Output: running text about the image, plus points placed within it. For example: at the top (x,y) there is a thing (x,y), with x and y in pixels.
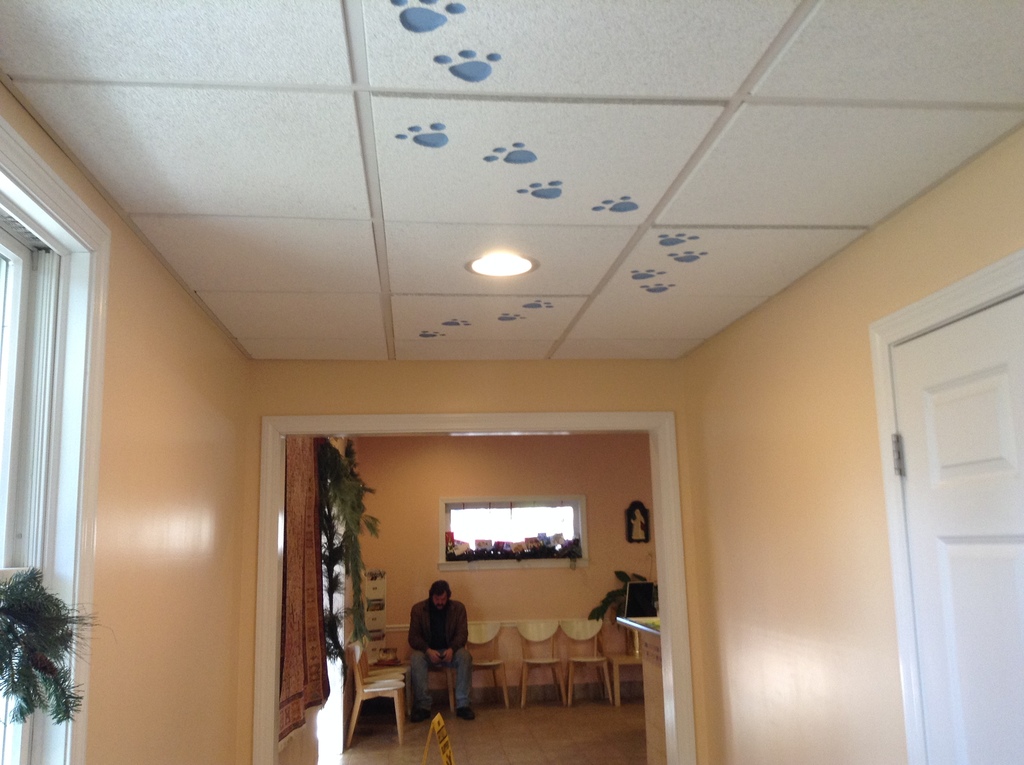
In this image I can see the inner view (351,351) of the house (335,395). Inside the house (323,414) I can see the person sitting on the chair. I can see few more chairs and the plant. In the background (507,563) I can see the window (490,562) and an object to the wall (520,578). To the right (968,565) I can see the door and to the left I can see an object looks like plant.
